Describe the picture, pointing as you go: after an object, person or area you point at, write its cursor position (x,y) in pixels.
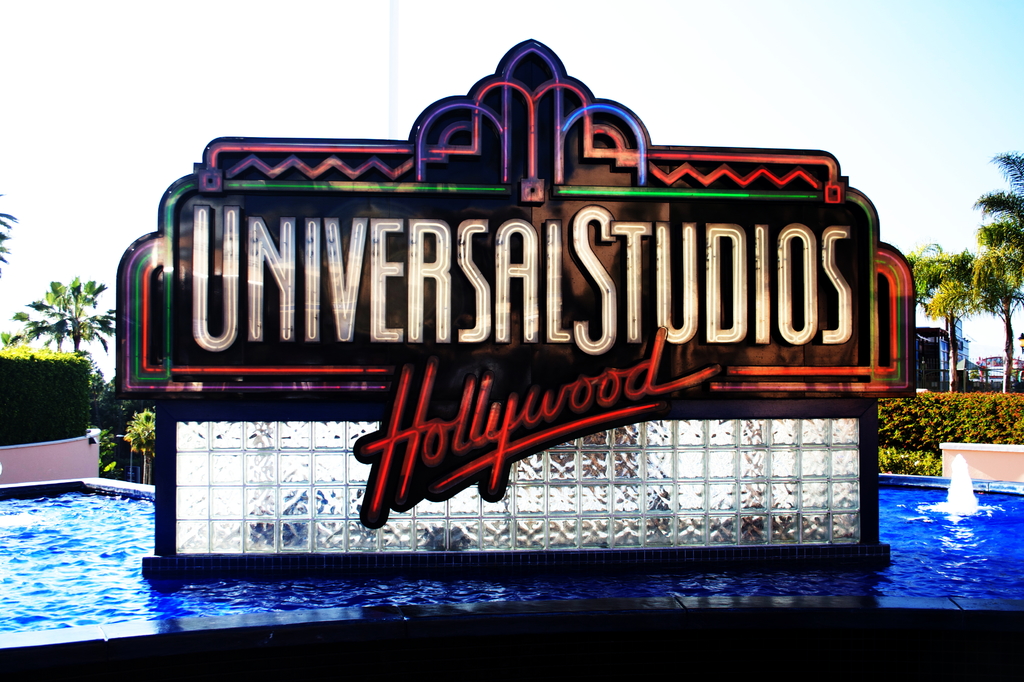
In this picture I can see the board (599,328). I can see water (95,537). I can see trees (958,298) and plants (948,401).
